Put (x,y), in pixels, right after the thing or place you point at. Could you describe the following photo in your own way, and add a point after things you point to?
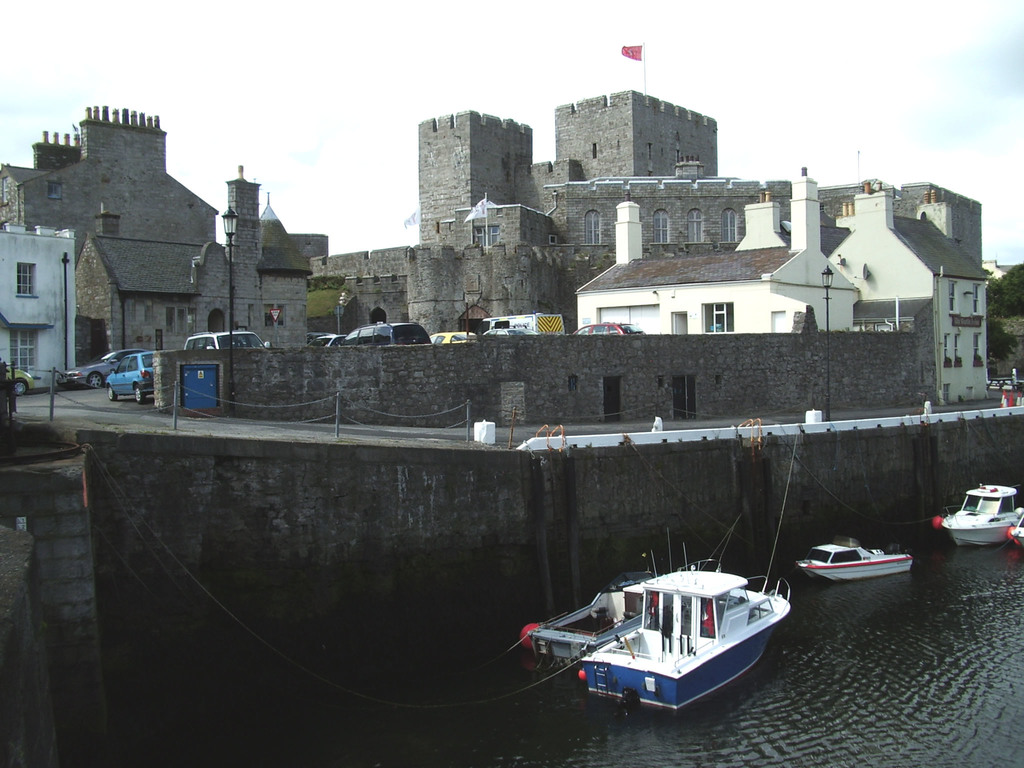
In this image we can see group of boats (825,558) placed in the water (529,665). In the background (452,339), we can see group of vehicles (127,371) parked on the road (246,426), a group of buildings (401,286), pole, a flag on a building (641,113) and the sky (350,57).
